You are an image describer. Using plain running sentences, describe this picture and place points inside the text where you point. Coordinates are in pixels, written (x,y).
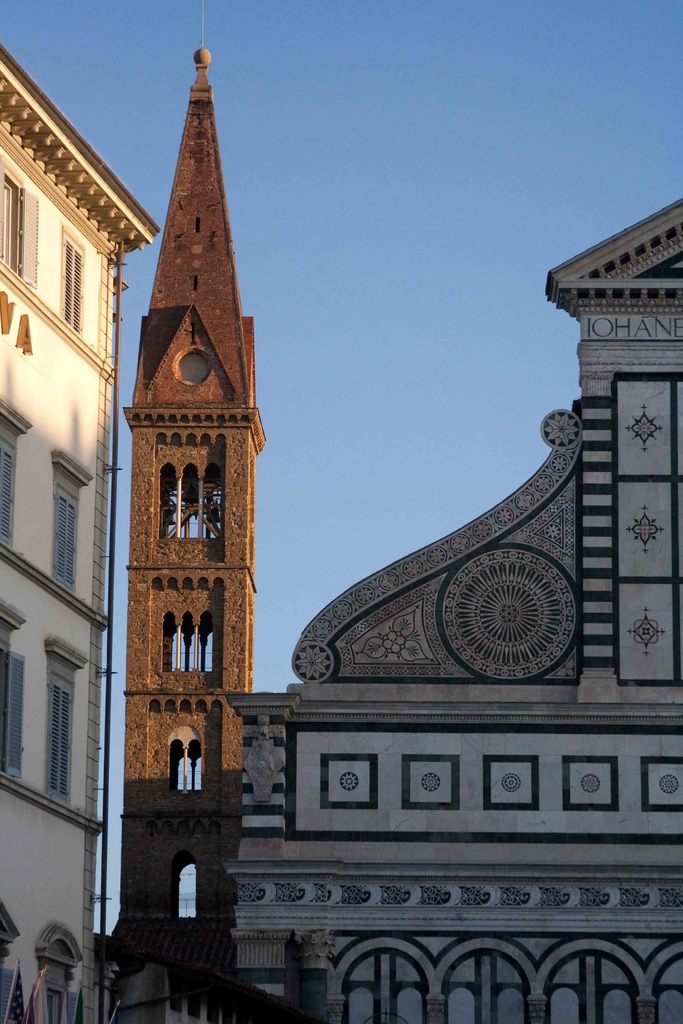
In this image we can see some buildings (281,744) and tower (233,535) which is of brown color and at the background of the image (419,272) there is clear sky (427,301).
